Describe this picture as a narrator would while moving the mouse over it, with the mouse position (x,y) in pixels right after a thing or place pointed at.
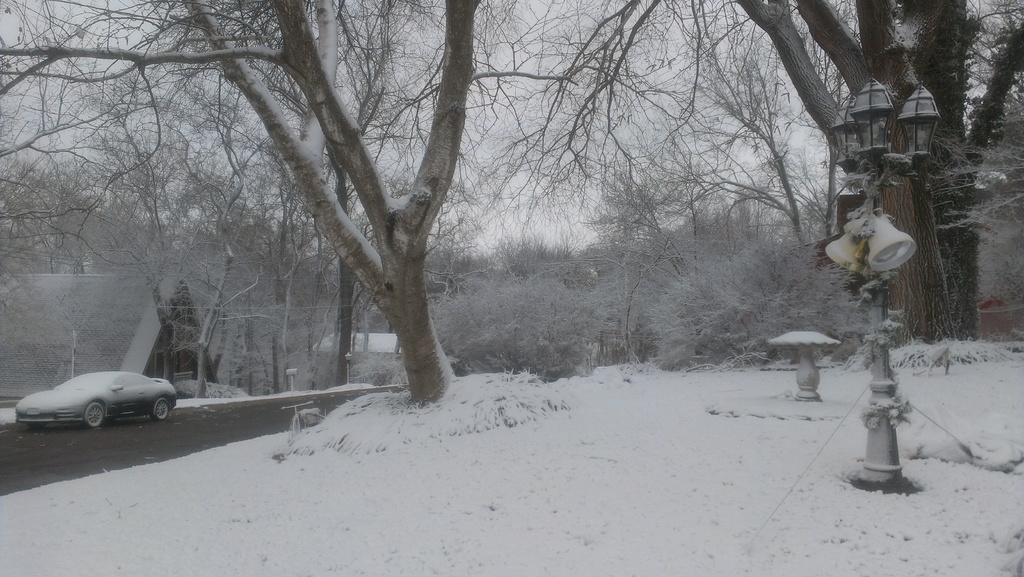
As we can see in the image there is snow (636,498), trees (835,50), road (322,401), car (90,412), houses (93,338) and sky (546,230).
